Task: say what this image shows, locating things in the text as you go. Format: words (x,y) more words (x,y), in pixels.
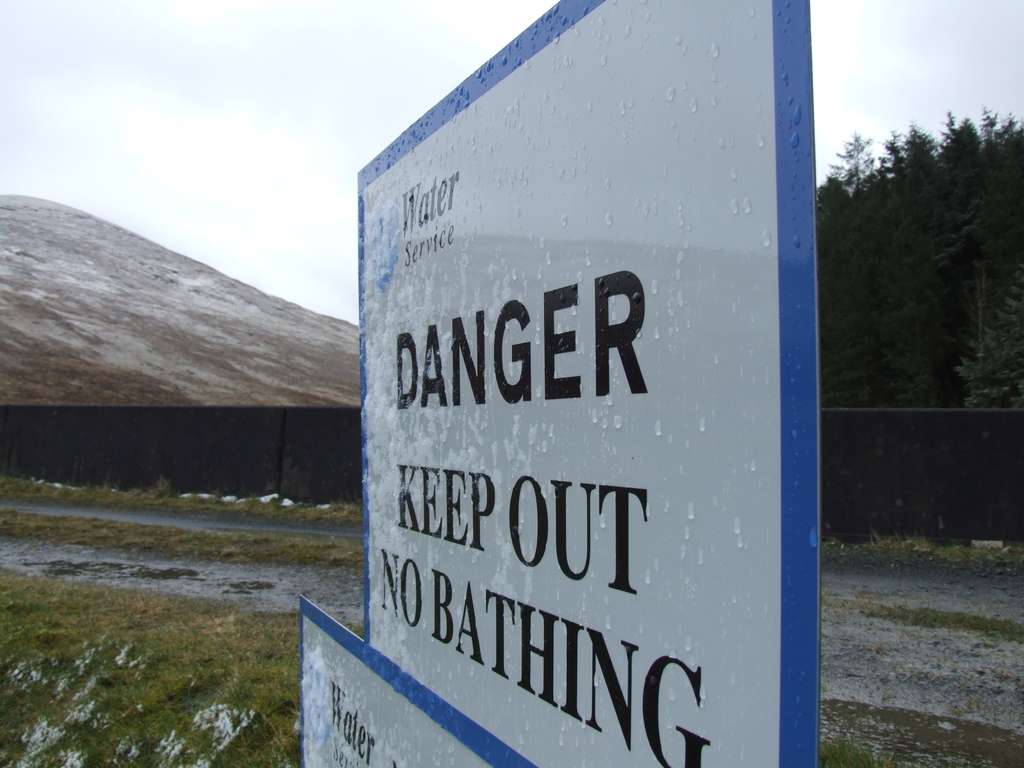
In the foreground of the image (722,291) we can see a signboard (546,660) with text (518,335) on it placed on the ground (242,711). In the background (172,442), we can see a fence (882,442), a group of trees (880,309), mountain (173,327) and the sky (218,133).
